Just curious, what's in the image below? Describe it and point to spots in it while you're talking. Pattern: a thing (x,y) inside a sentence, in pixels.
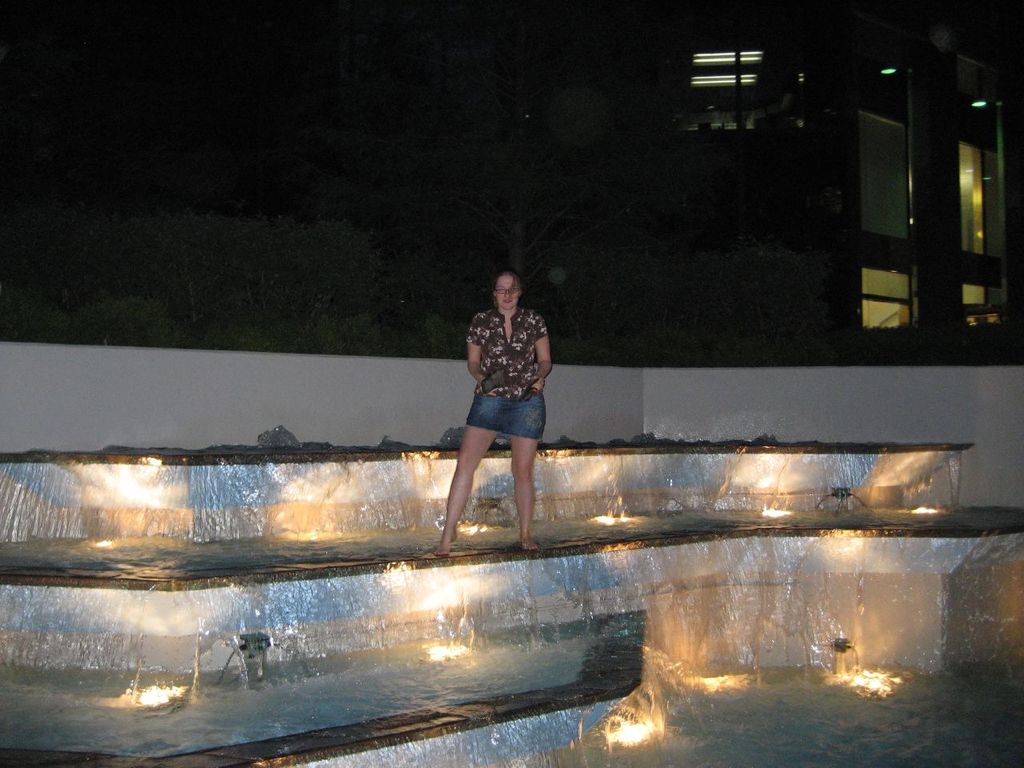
In this image I can see a person (501,287) standing on the water (458,606) and the person (522,367) is wearing brown shirt (522,367) and blue short (529,409) and I can see few stairs (681,438) and lights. Background (755,65) I can see few buildings (716,107).
